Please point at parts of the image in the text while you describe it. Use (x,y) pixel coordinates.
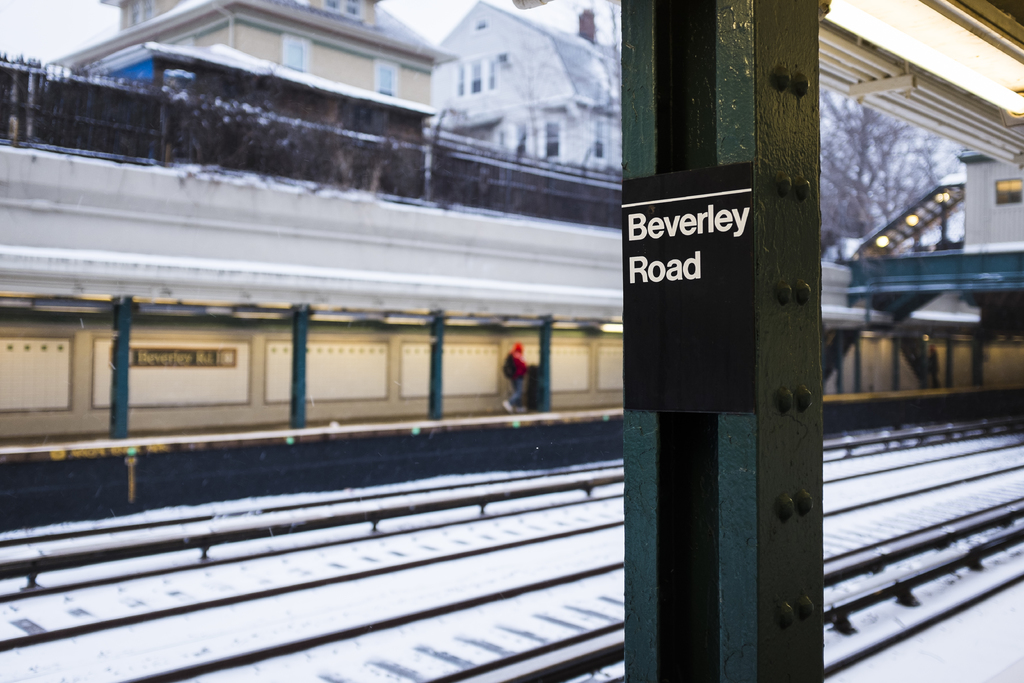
In this picture we can see railway track (480,485). We can see a person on the path (124,451). There are few buildings (966,161), lights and a few trees (915,156) in the background (949,157).
